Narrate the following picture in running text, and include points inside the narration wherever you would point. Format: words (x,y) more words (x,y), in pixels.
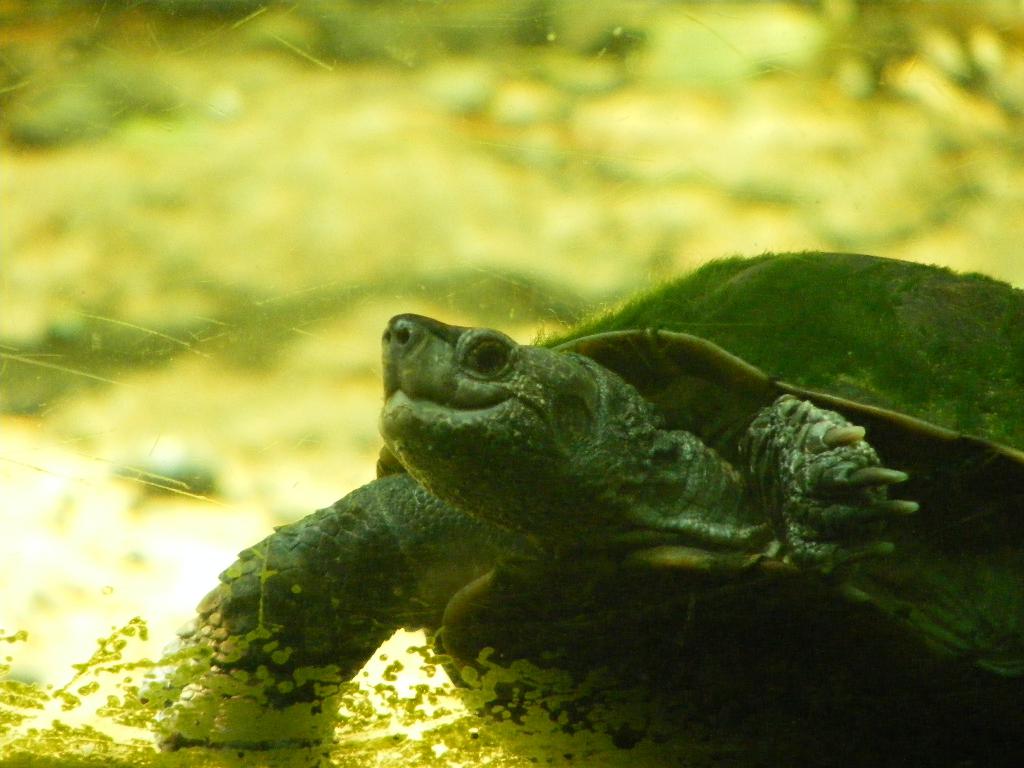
This image is taken through glass (476,271). In this image the background (567,278) is blurred. On the right side of the image (731,562) there is a turtle (555,383).
